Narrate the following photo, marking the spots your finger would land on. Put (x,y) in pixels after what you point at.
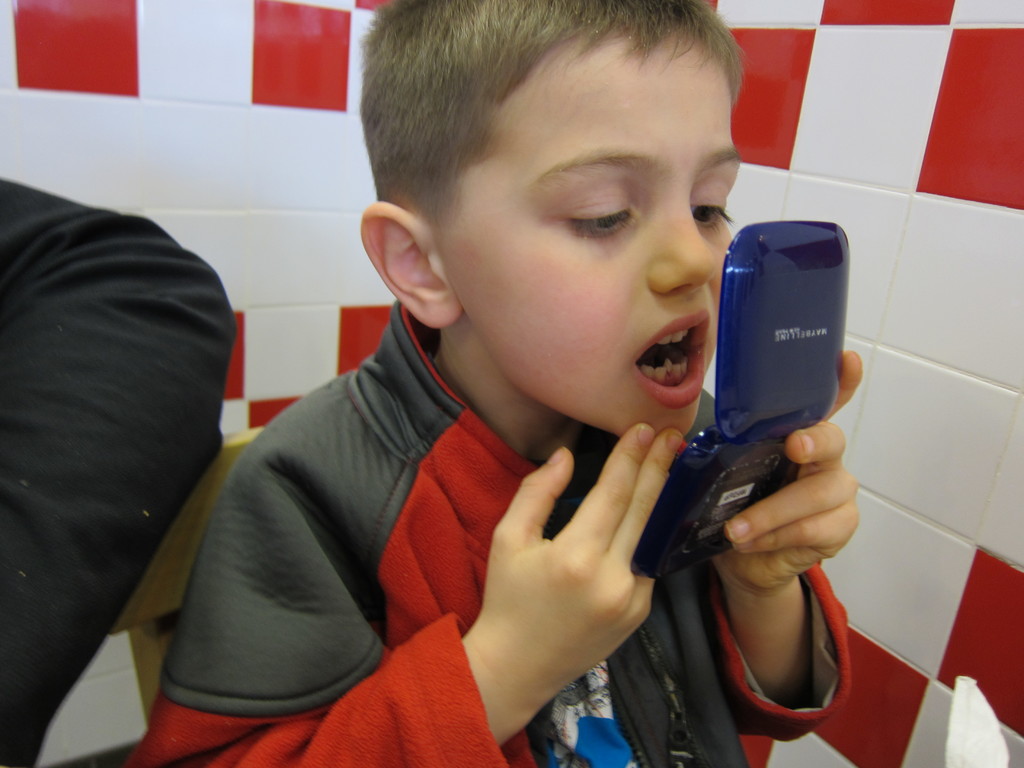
This is the picture of a guy (664,466) who is looking at the mirror (682,457) and behind there is a wall (879,339) in red and white color.
